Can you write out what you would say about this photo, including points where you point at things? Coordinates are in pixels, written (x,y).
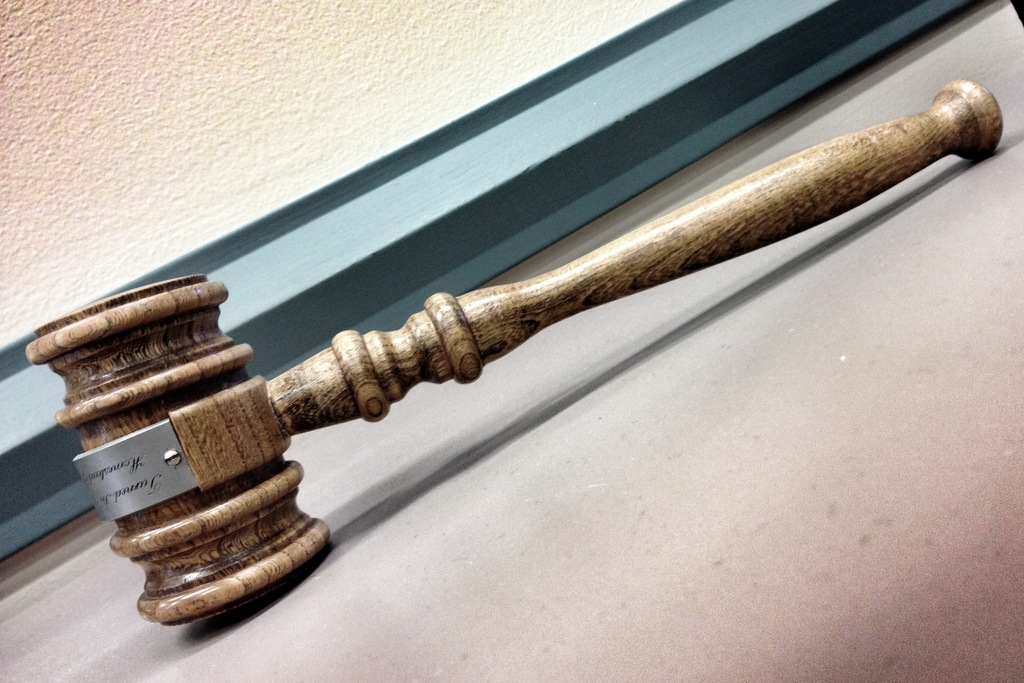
In this picture I can see a wooden hammer (86,378) with some text (127,468) on it and I can see a wall (253,120) in the background (313,74).
